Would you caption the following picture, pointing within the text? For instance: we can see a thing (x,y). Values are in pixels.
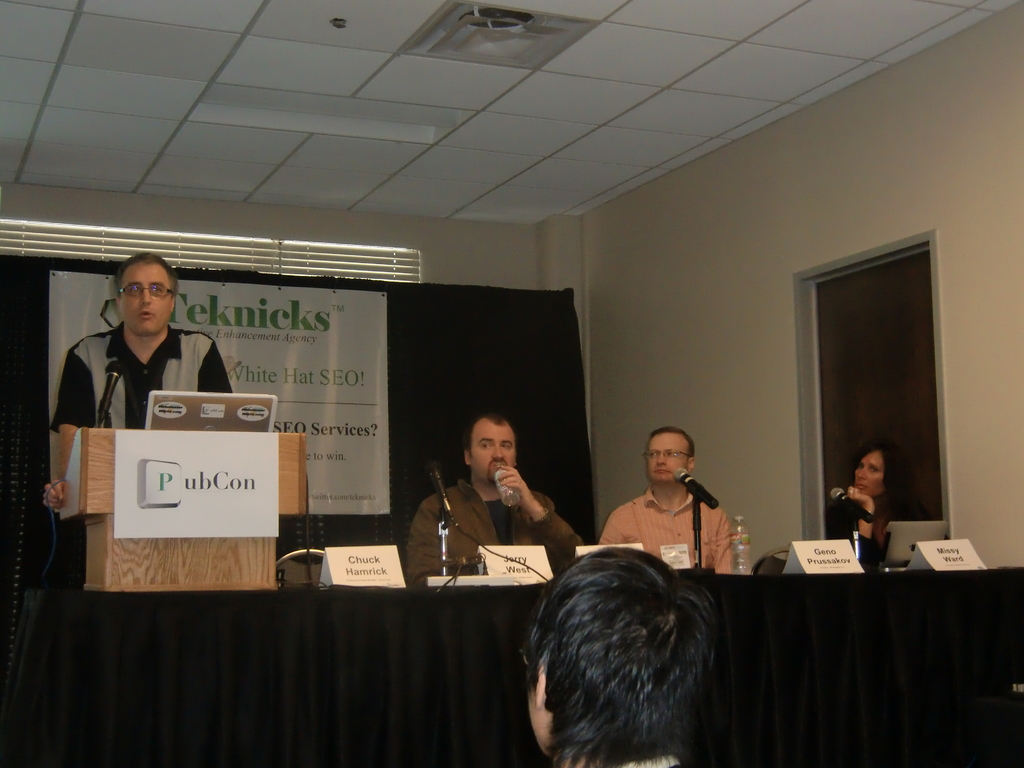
In this image there are three man (666,468) and one women (858,490), two man (656,527) and one women (883,473) are sitting and the man (160,336) standing here in front of the man (143,349) there is a podium (144,429) and a microphone (109,390). At the background (203,326) there is a banner (374,314) and a wall (445,282), in front of the man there is a person (599,632) sitting.
